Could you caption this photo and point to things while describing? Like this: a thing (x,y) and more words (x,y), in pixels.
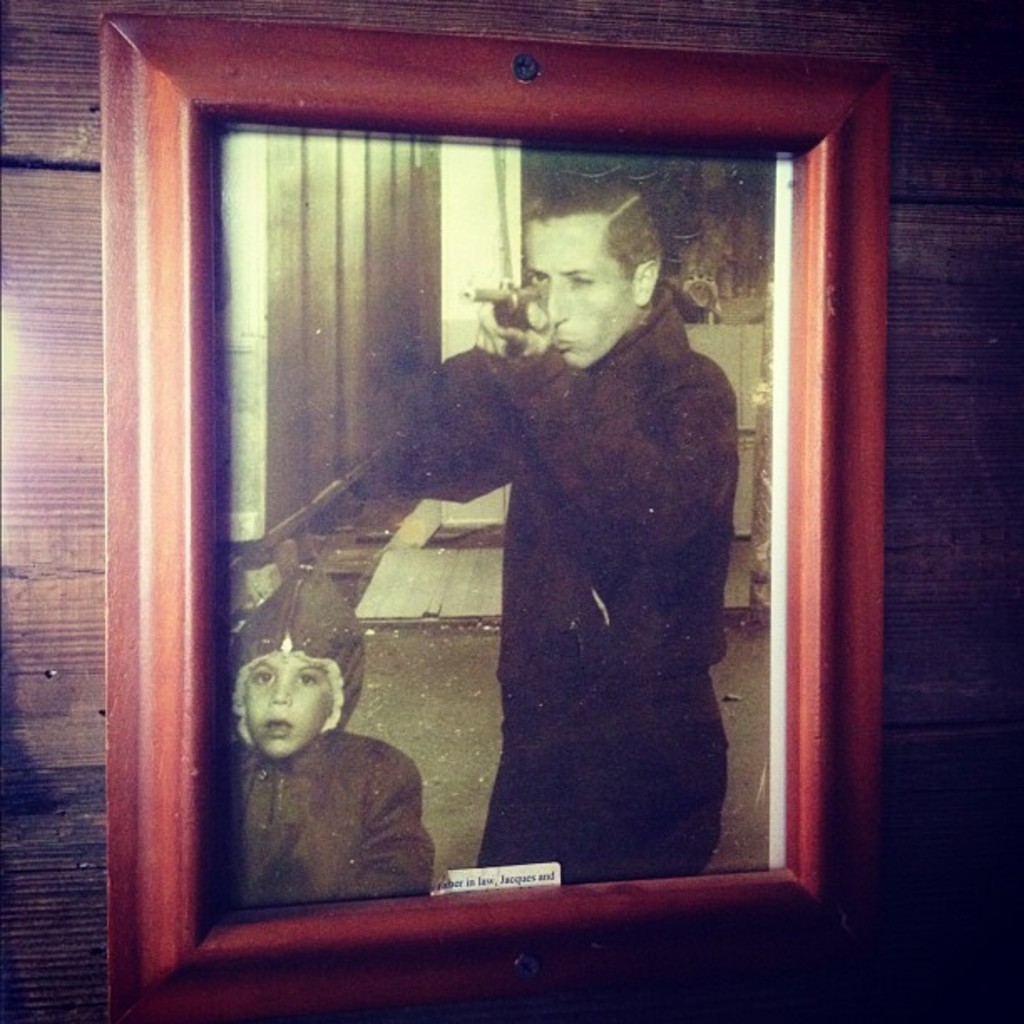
In this image, we can see a photo frame (483,787) with sticker (543,877) on the wooden wall (41,192). In this picture, we can see a person (627,573) is holding a gun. Here we can see a kid (301,798).
